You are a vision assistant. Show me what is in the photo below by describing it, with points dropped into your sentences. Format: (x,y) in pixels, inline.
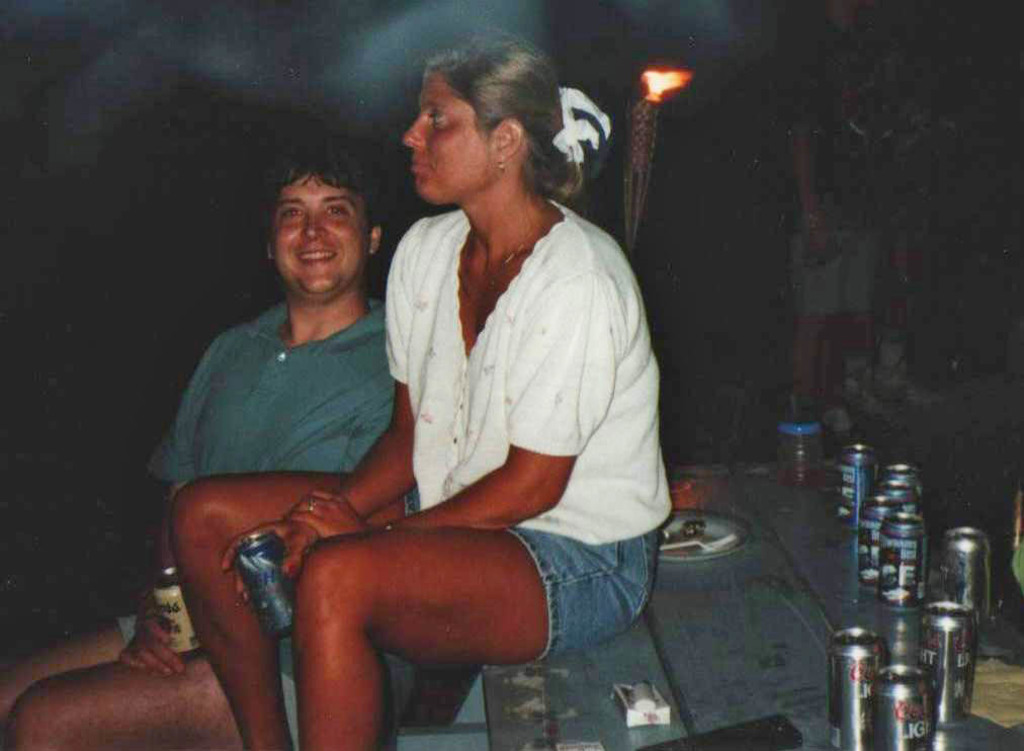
In this image we can see a man (344,384) and woman (192,515) are sitting and holding cans (276,617) in their hands (286,543). Right side of the image (885,529), we can see cans (888,561), bottle (808,433), plate (695,552) and one object (660,703) on the blue color surface (742,681). The background (665,70) is dark with one small light (658,81).
